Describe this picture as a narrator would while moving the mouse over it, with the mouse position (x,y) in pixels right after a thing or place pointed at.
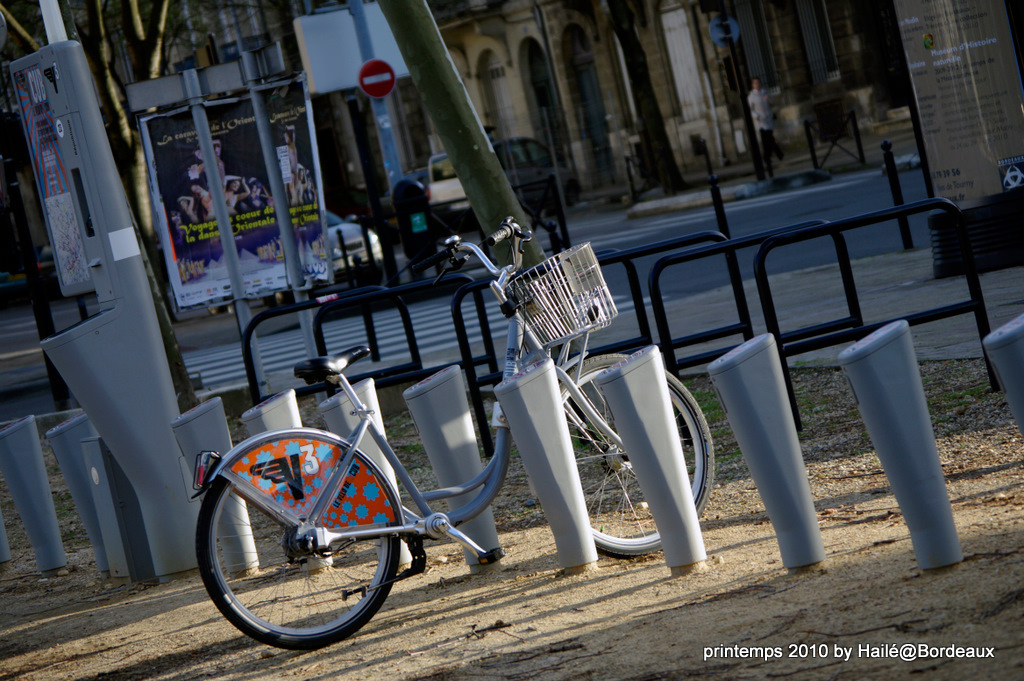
In the bottom right (880,651), there is a watermark (831,656). In the background (33,368), there are poles (236,12), there is a road (30,388) on which, there are zebra crossings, there is a poster (232,127), there is a sign board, there is a vehicle (533,149) and there are buildings (452,29).
